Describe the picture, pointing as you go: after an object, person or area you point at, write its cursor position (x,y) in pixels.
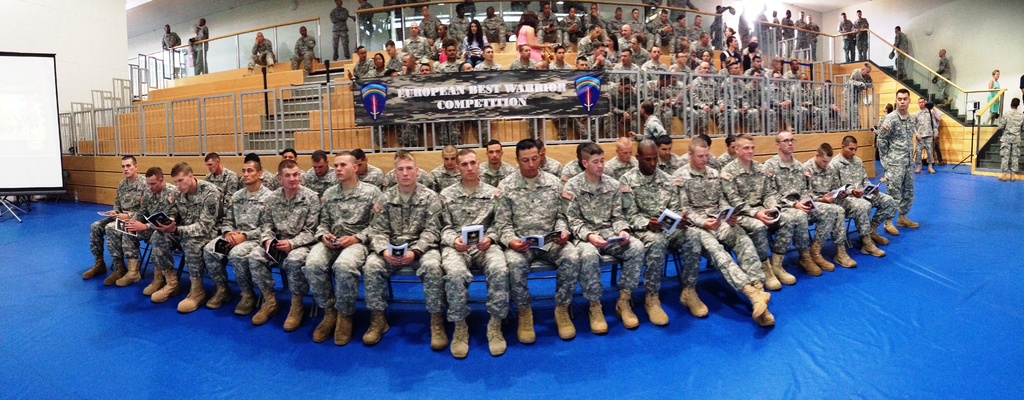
In the center of the image (624,239) we can see a group of people (191,249) holding books (874,187) in their hands (124,218) are sitting. On the right side of the image (1006,123) we can see some people (1012,105) standing on the staircase (988,144). On the left side of the image (31,162) we can see a projector screen (26,178) on a stand (17,209). In the background (92,151), we can see railing (562,125), a banner (551,93) with some text (423,95) and the wall (828,27).
